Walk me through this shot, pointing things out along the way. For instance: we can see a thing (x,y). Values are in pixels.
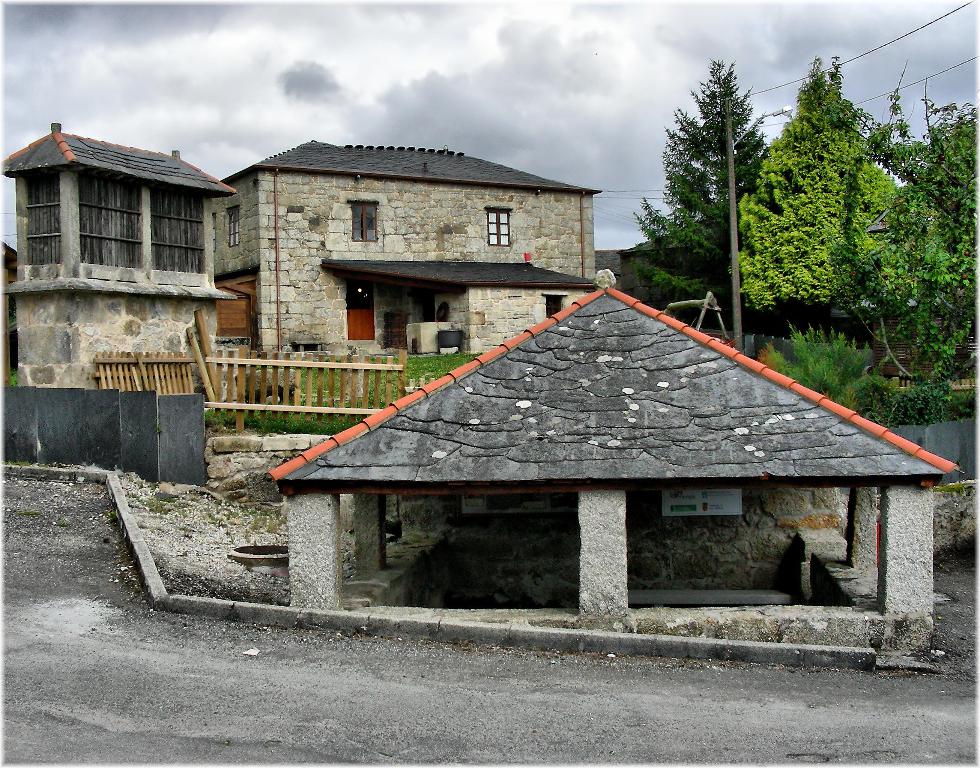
In this image we can see few houses (371,343). There are few trees (816,225) in the image. There is an electrical pole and few cables (899,39) connected to it. There is a board (711,500) in the image. There is a street light (753,128) at the right side of the image (775,112). We can see the cloudy sky (419,41) in the image. There is a grassy land (434,364) in the image. We can see a road (566,692) at the bottom of the image (626,684). There is a fence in the image.
